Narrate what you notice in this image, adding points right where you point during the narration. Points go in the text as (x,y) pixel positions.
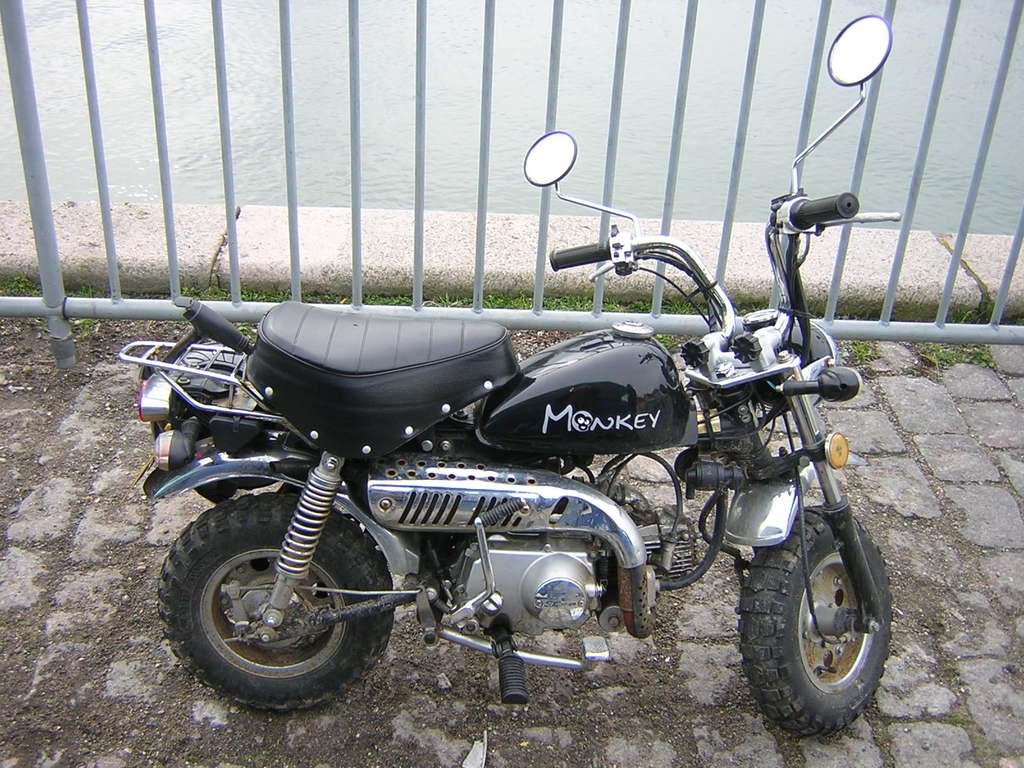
In this image we can see a motorbike (680,471) on a surface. Behind the motorbike (550,401) we can see a fencing (676,139) and water (708,116).
